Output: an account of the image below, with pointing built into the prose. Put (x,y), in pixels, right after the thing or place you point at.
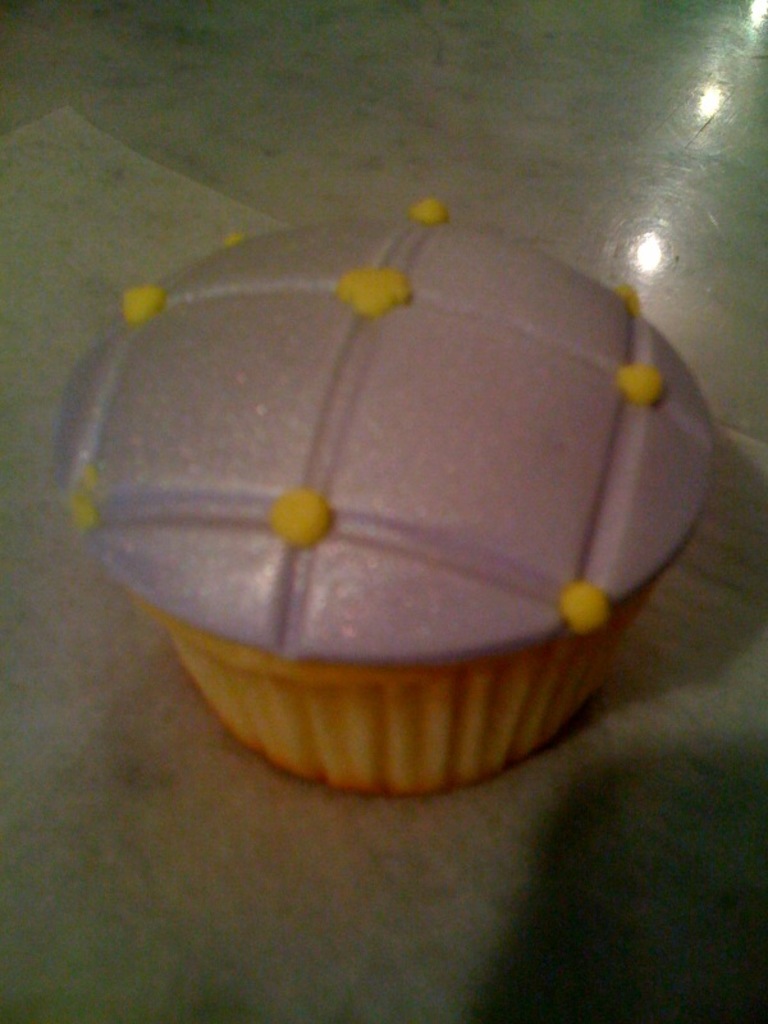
In this image there is a cupcake (444,716) on the floor (591,20).
